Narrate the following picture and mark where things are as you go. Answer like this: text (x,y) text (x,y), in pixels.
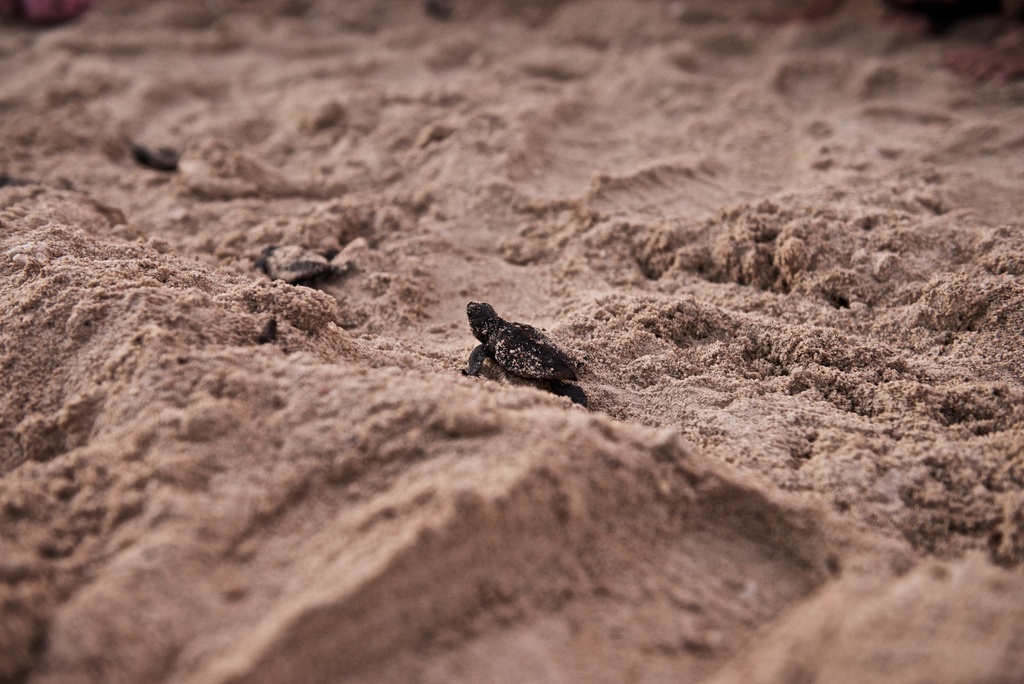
In this image in the center (502,320) there are turtles (291,268) on the sand (224,208).
